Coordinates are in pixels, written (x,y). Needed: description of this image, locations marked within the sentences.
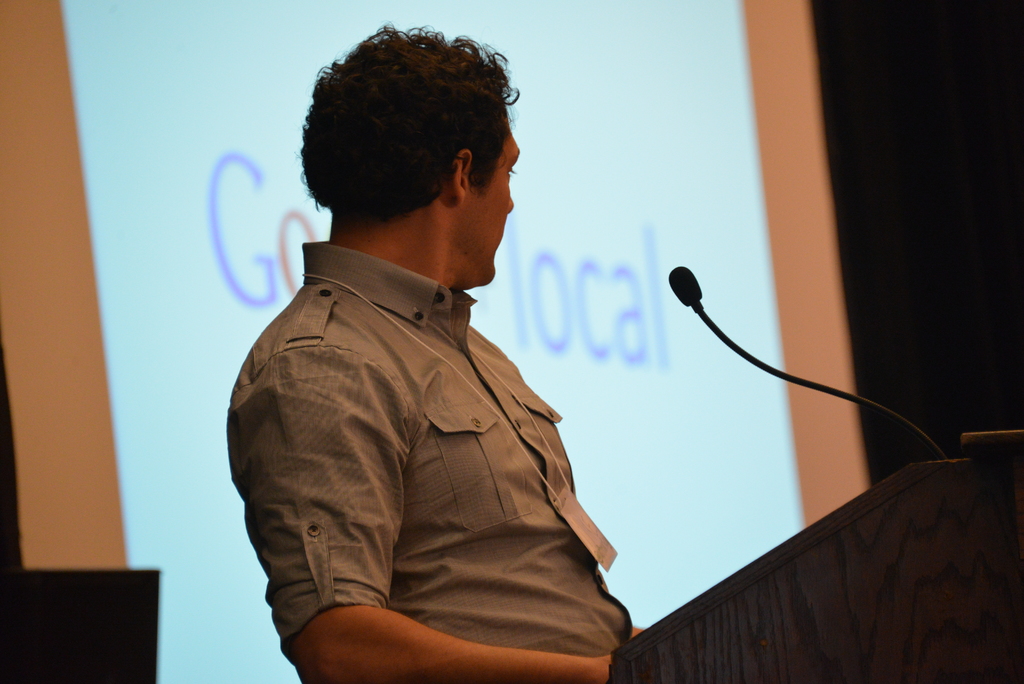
In the image we can see a man (456,478) standing and wearing clothes (488,484). This is a podium (886,573) and microphone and a projected screen (639,223).
